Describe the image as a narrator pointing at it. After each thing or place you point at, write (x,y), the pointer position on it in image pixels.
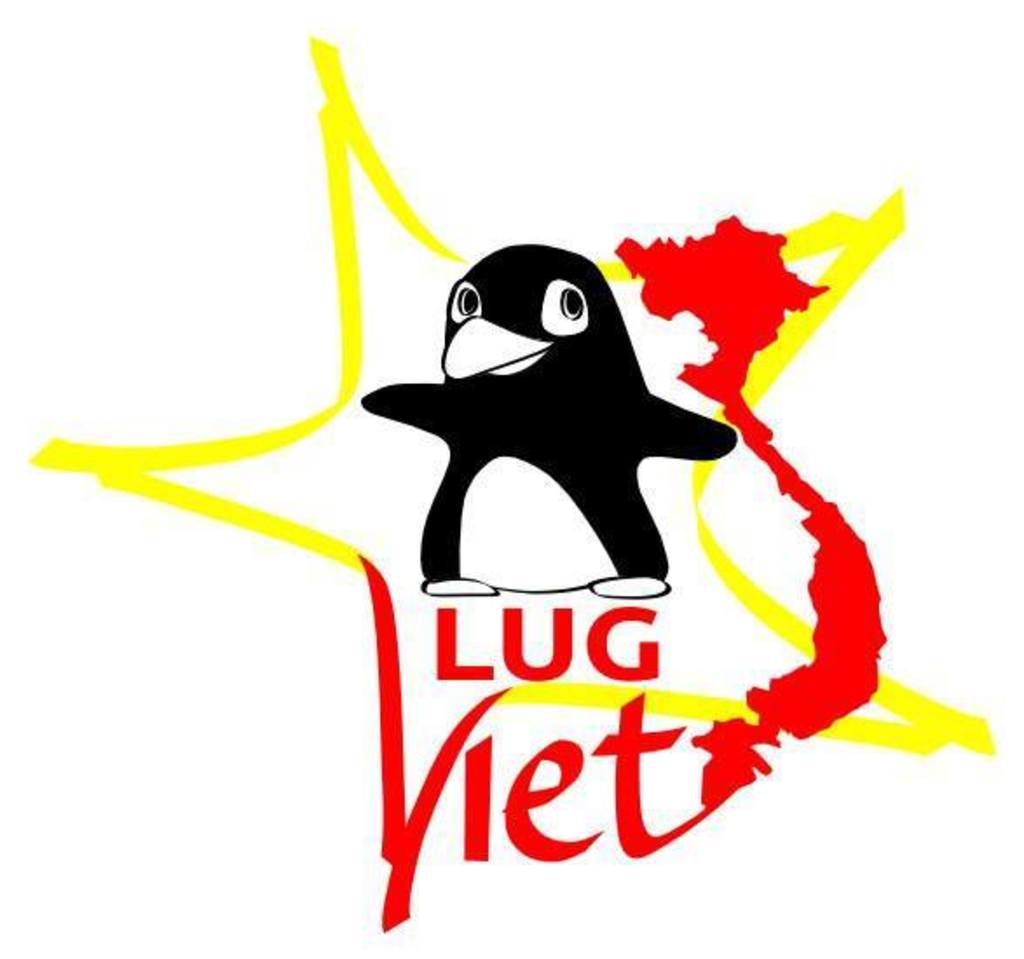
In this picture we can see a penguin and some text (509,616) and in the background (72,549) we can see white color.
